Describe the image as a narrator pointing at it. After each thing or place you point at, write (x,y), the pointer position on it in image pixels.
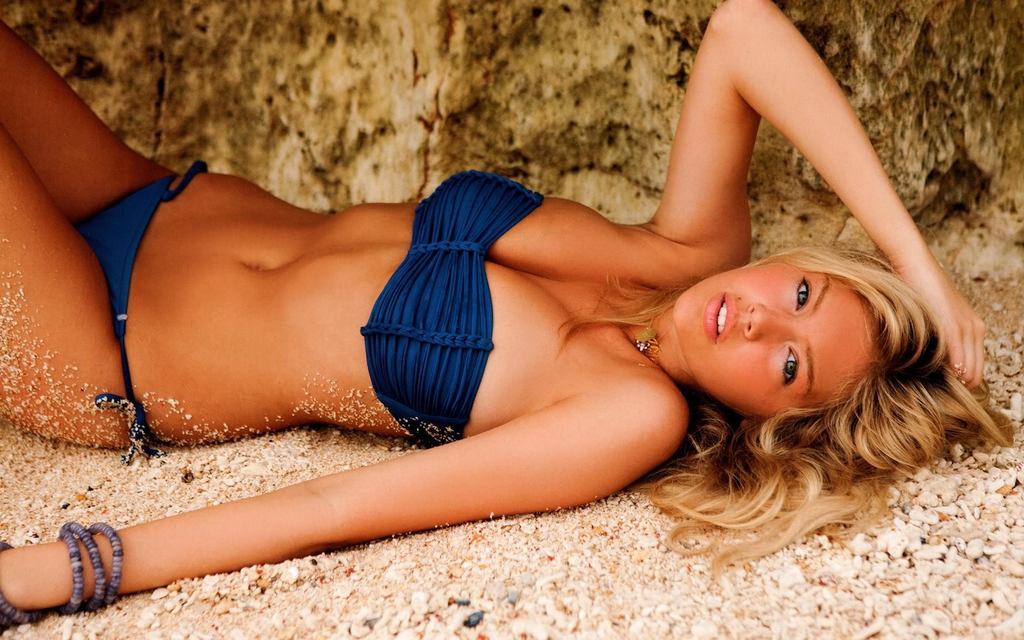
In this image at front (12,219) there is a person (446,276) laying on the surface (181,469) of the ground (291,443).
